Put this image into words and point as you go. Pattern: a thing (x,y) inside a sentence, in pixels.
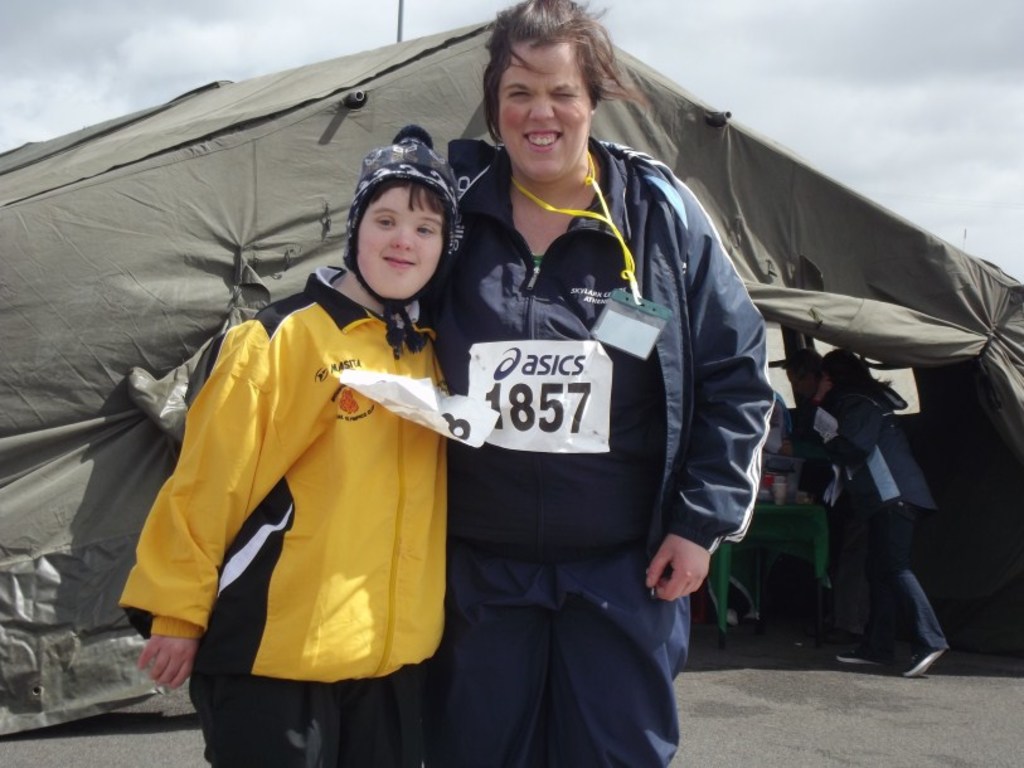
In this picture, there is a woman (516,247) wearing a blue jacket (678,293) and black trousers (644,729) and she is holding a kid (203,473) wearing a yellow jacket (336,411). Behind them, there is a tent (829,286). Under the tent (903,319), there is a woman (849,374) and a table (817,535). In the background (407,32) there is a sky (944,72) with clouds (793,80).
